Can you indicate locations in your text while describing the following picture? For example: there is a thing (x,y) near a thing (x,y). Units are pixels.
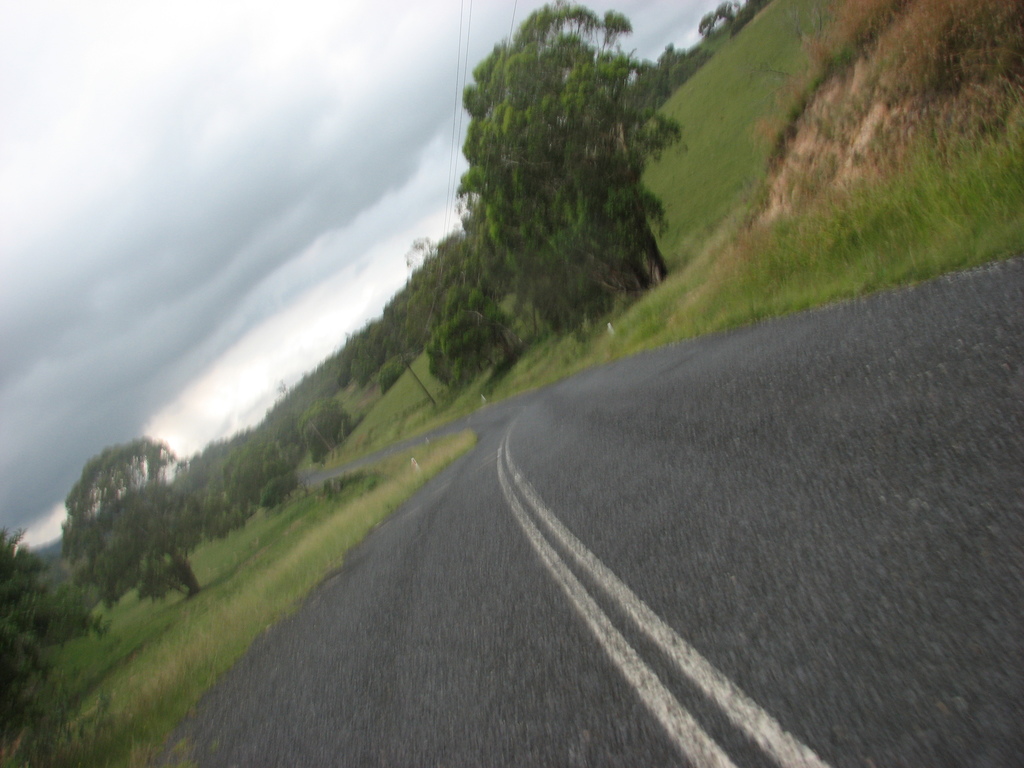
In this picture we can see the sky (58,100), road (816,415), grass (890,38) and trees (223,509).
